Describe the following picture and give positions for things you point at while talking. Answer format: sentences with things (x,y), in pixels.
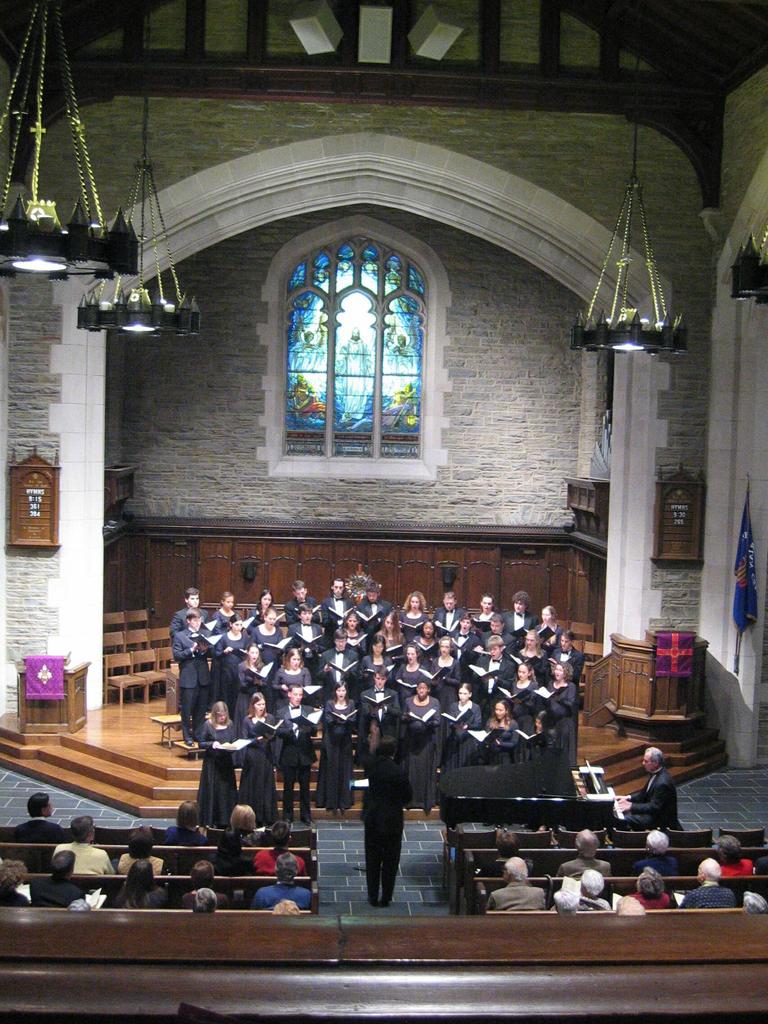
In this picture there are group of people (436,753) those who are standing in the center of the image (318,656), by holding books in their hands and there are chairs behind them and there are other people (707,860) those who are sitting at the bottom side of the image (274,878), there are chandeliers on the roof (99,28) and there is a flag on the right side of the image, there is a window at the top side of the image (405,257).
